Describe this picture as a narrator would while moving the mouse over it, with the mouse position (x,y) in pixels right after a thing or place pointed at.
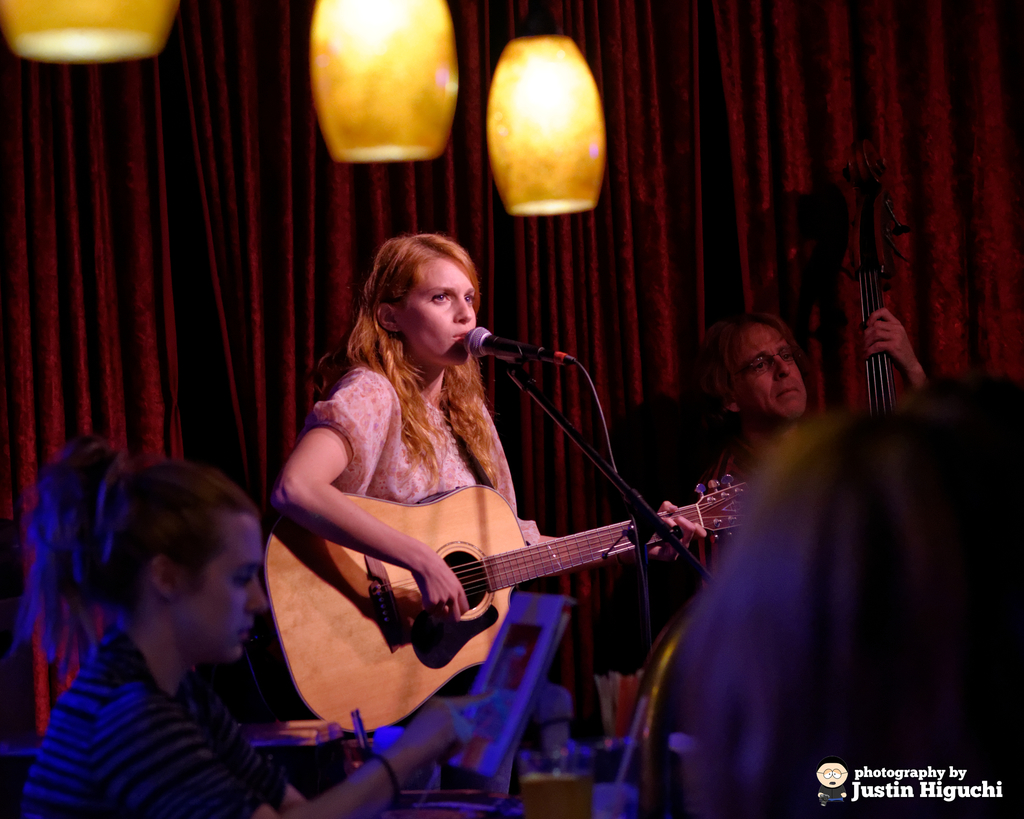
This woman (429,236) is holding a guitar (327,556) and standing in-front of a mic (527,344). On a top there are lights (164,14). This is a red curtain (544,245). This man (747,385) is also holding a musical instrument (868,220). This woman (96,746) is sitting on a chair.
